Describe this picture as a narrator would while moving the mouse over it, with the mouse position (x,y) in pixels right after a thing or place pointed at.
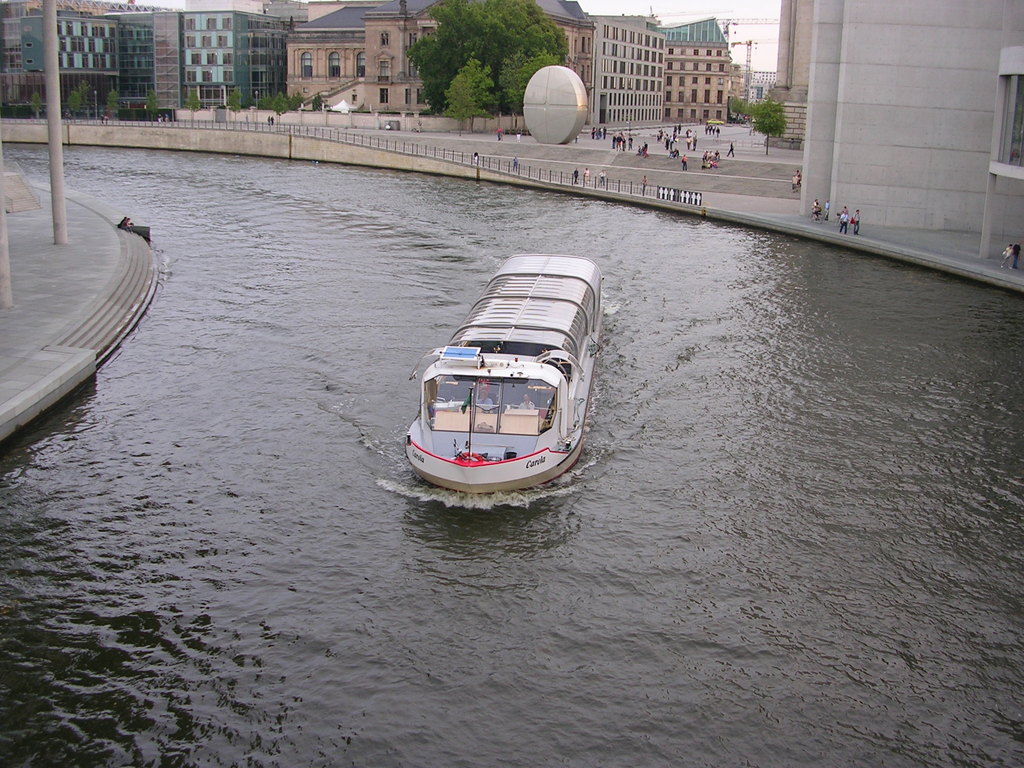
In this image there is the sky (688,5) towards the top of the image (723,10), there are buildings (299,17) towards the top of the image (603,62), there are trees (423,52), there is a road (760,140), there are a group of persons (643,147), there is a wall (910,95) towards the right of the image (904,84), there is water (387,533) towards the bottom of the image (676,618), there is a boat (515,441), there is a pole (53,105) towards the top of the image (57,121), there is staircase (136,289) towards the left of the image (131,287).
